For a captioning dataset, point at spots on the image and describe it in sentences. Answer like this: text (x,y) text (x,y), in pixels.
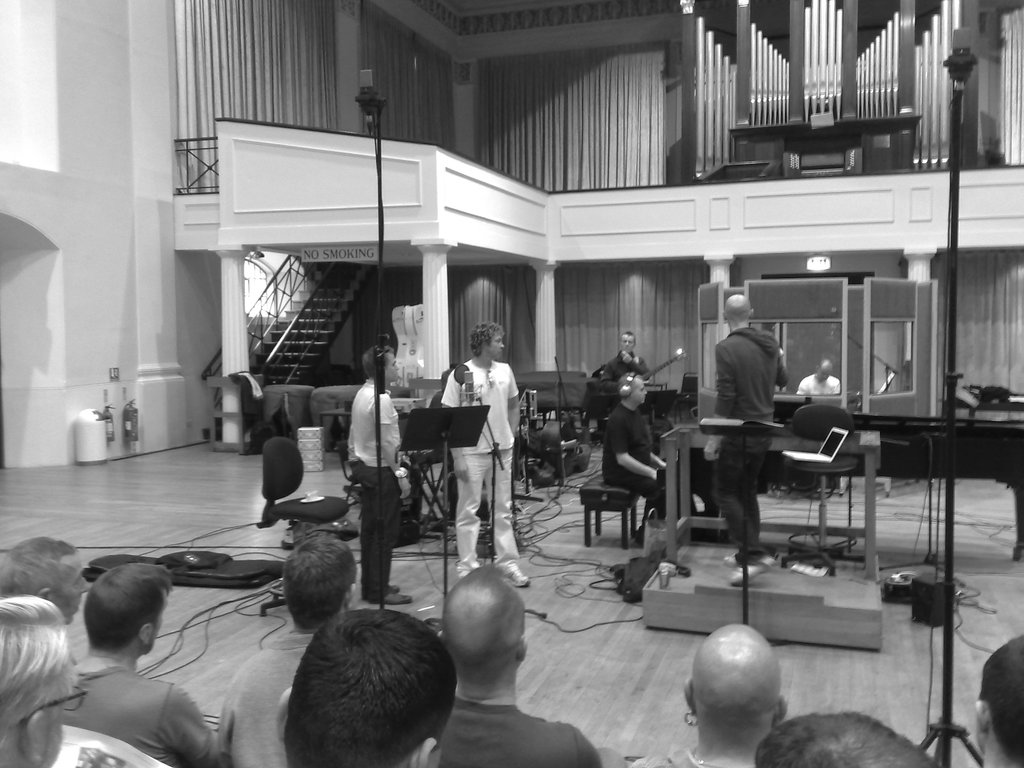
This is a black and white picture. This is the inside view of a building (648,190). Here we can see few persons (482,594). This is floor (662,660). There are poles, chairs (810,551), tables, laptop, and musical instruments (582,392).
